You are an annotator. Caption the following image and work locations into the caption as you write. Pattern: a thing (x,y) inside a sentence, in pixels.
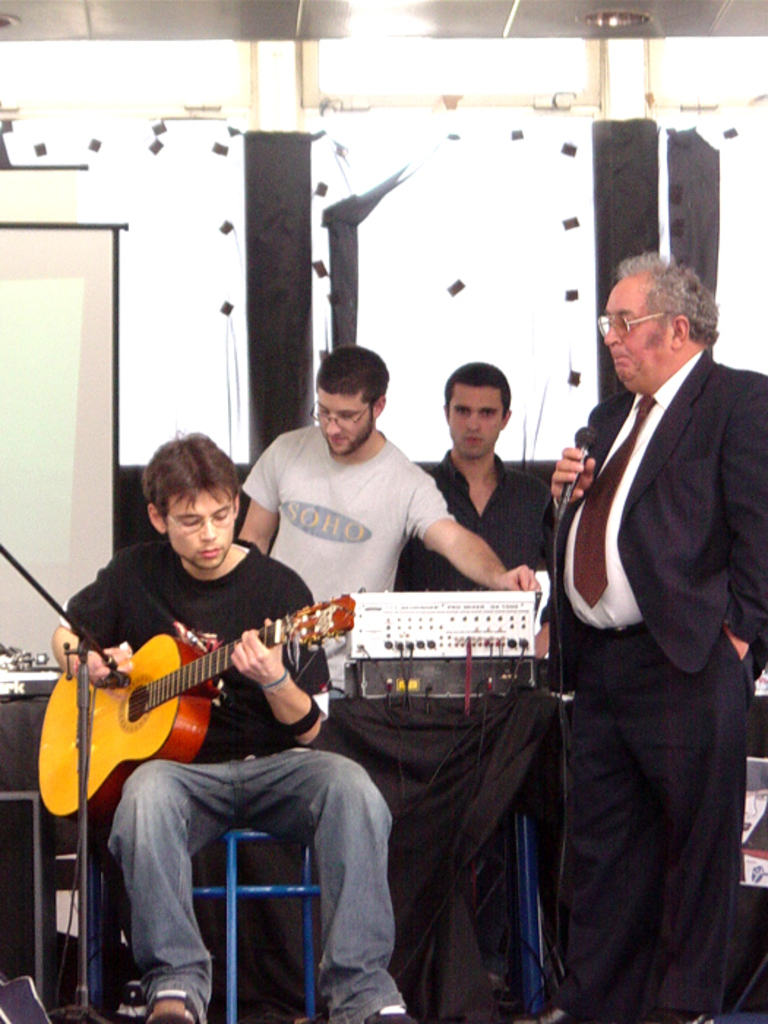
On the left (179,738) a man (185,467) is sitting and playing the guitar (133,762) behind him there are two men (362,510) standing on the right (699,950) man (678,972) is standing and holding a microphone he wear a tie (610,488), shirt (631,498), coat (670,519).
